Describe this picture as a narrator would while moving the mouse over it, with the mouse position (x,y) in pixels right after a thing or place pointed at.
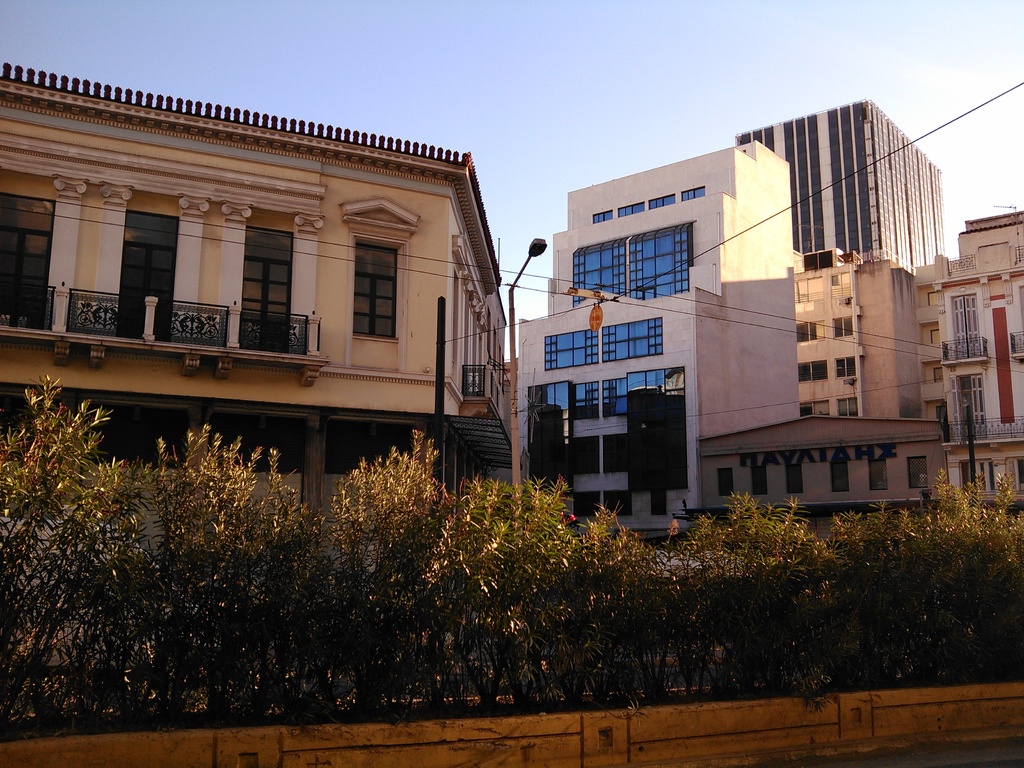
In the image we can see there are plants (277,692) on the ground (107,730) and behind there are buildings (357,358). There is a street light pole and there is a clear sky (478,43).
